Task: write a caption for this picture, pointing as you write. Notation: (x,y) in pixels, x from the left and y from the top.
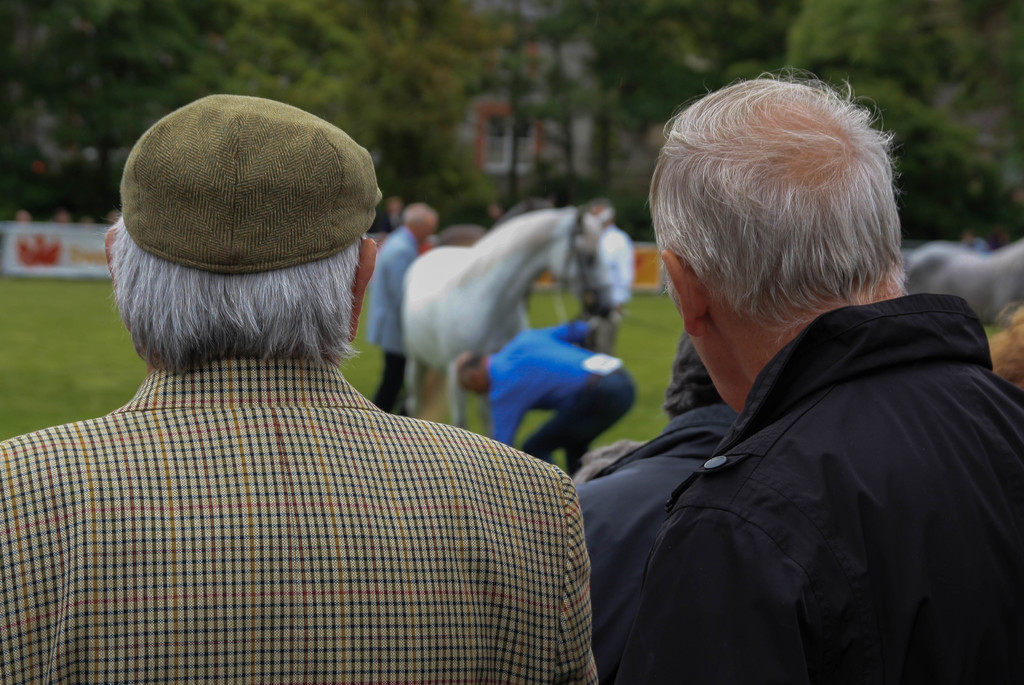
This picture shows people (551,354) standing and a man (194,250) wore cap (262,190) on his head (354,315) and we see couple of horses (438,266) and we see trees (450,149) and buildings (484,107) and the grass (80,299) on the ground (644,387). The horse (485,298) is white in color.
